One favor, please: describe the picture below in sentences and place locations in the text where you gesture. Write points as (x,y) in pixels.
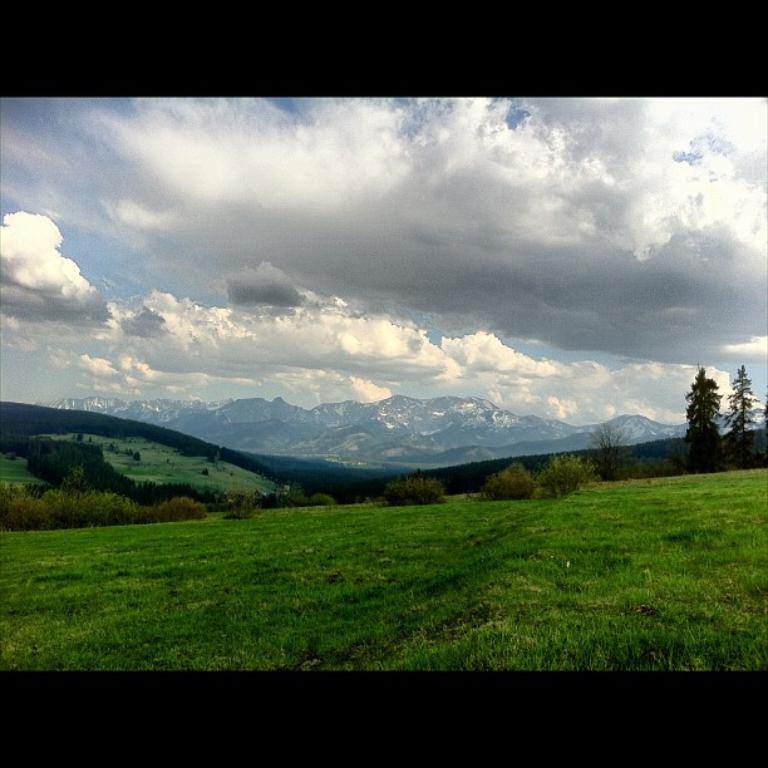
In this image it seems like it is a scenery in which there are hills (406,554) in the foreground (193,517) and in the background (422,425) there are mountains (333,426). On the hills (184,548) there are trees (54,456). At the top (156,248) there is sky (129,280).
